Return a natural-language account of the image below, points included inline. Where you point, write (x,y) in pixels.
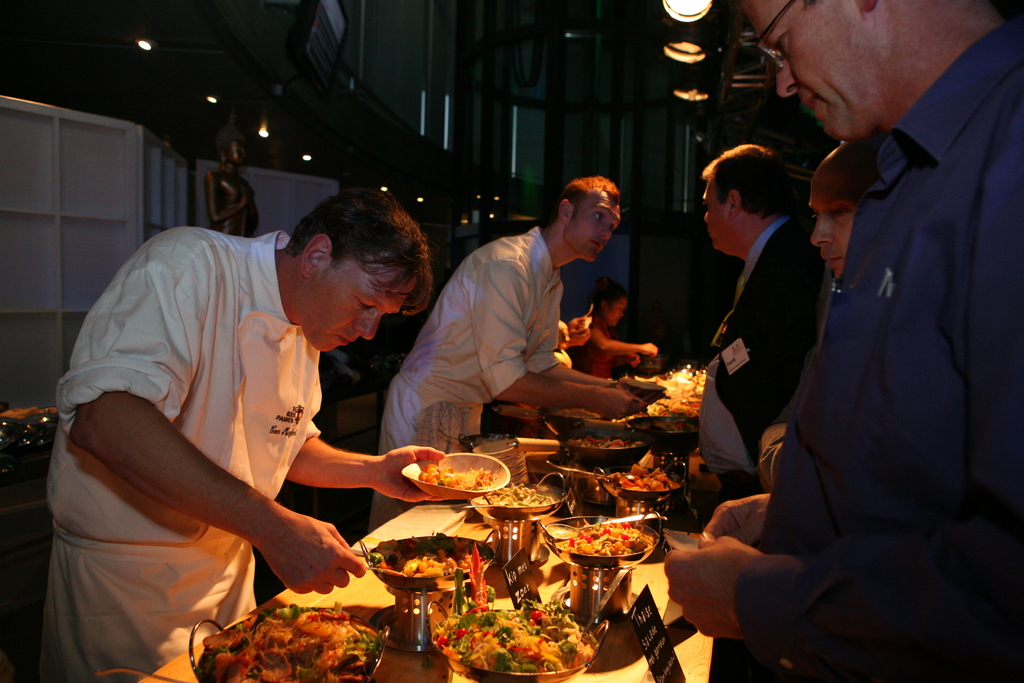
As we can see in the image there are few people (242,378) here and there, wall (424,175), lights (705,9) and tables (500,584). On tables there are bowls (493,473) and food items (471,587).
